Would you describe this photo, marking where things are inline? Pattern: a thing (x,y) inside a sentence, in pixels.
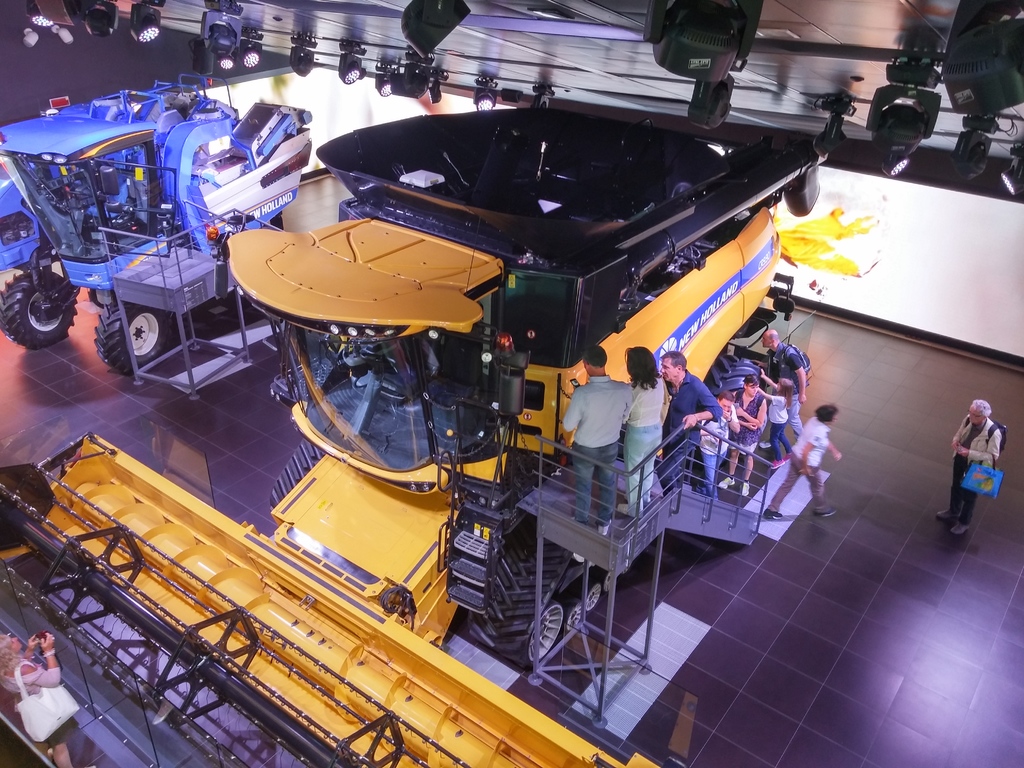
In this image there are two machine vehicles (323,407), there are a few people (603,429) are on the stairs (685,491) and few (805,366) are standing and walking on the floor (748,684). At the bottom left side of the image (34,664) there is a woman (33,642) wearing a handbag (39,698) and taking a picture of the vehicle (298,510) and in the background (286,99) there is a wall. At the top of the image (518,38) there is a ceiling (581,42) with the focus lights (661,58) and cameras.
